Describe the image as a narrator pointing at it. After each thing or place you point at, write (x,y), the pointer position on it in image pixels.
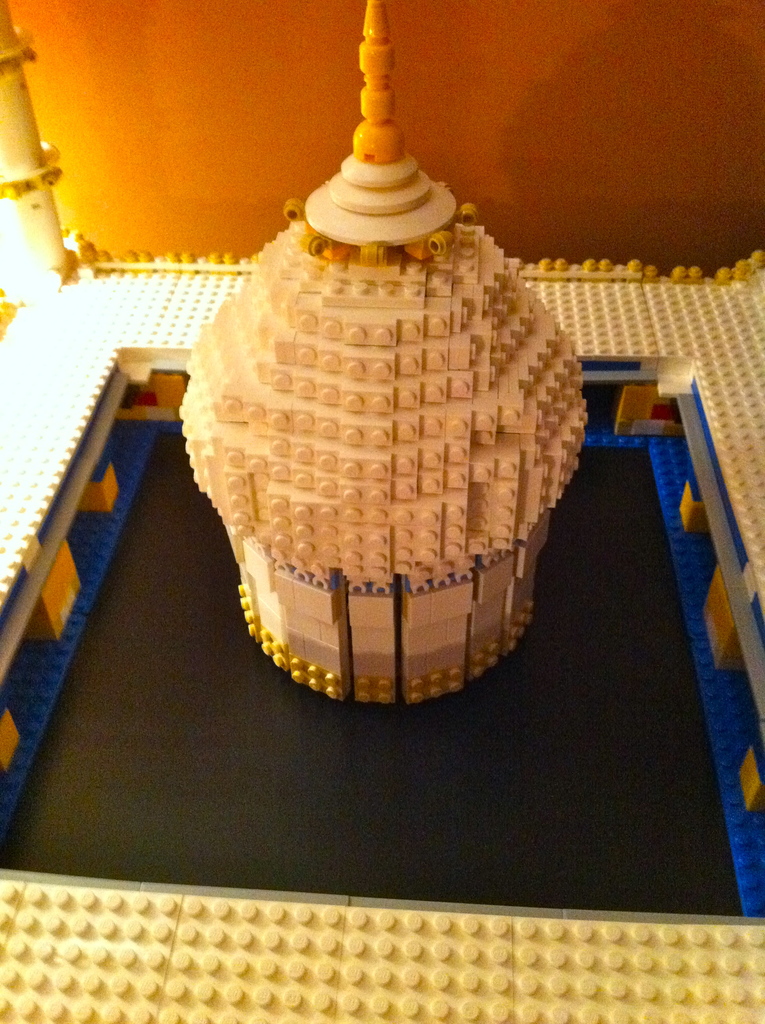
In the picture I can see something looks like a building (386,692). In the background (410,151) I can see a wall (410,151).
